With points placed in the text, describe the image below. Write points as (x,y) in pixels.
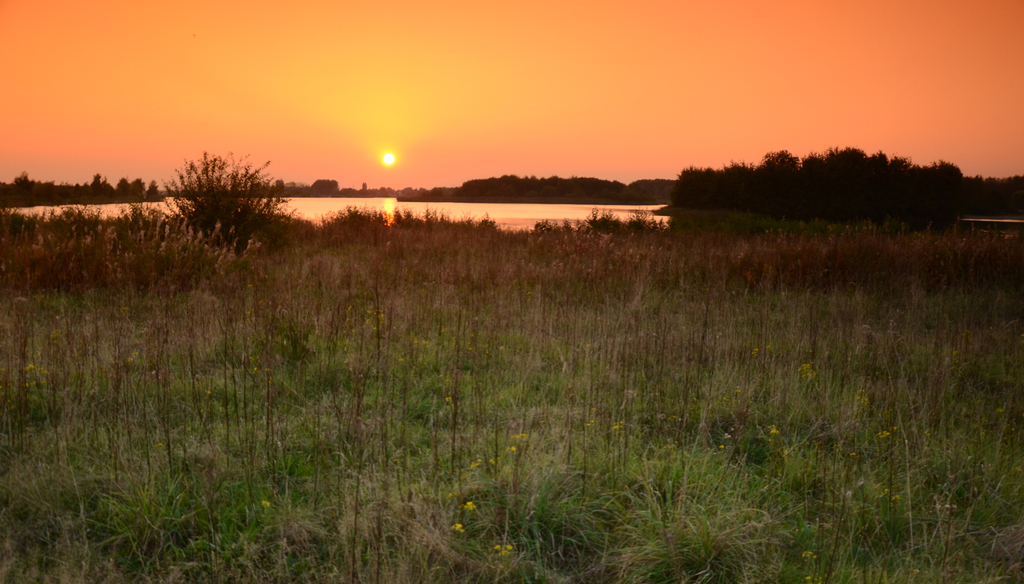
In this picture we can see water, sun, plants (540,268) and trees (445,191).
